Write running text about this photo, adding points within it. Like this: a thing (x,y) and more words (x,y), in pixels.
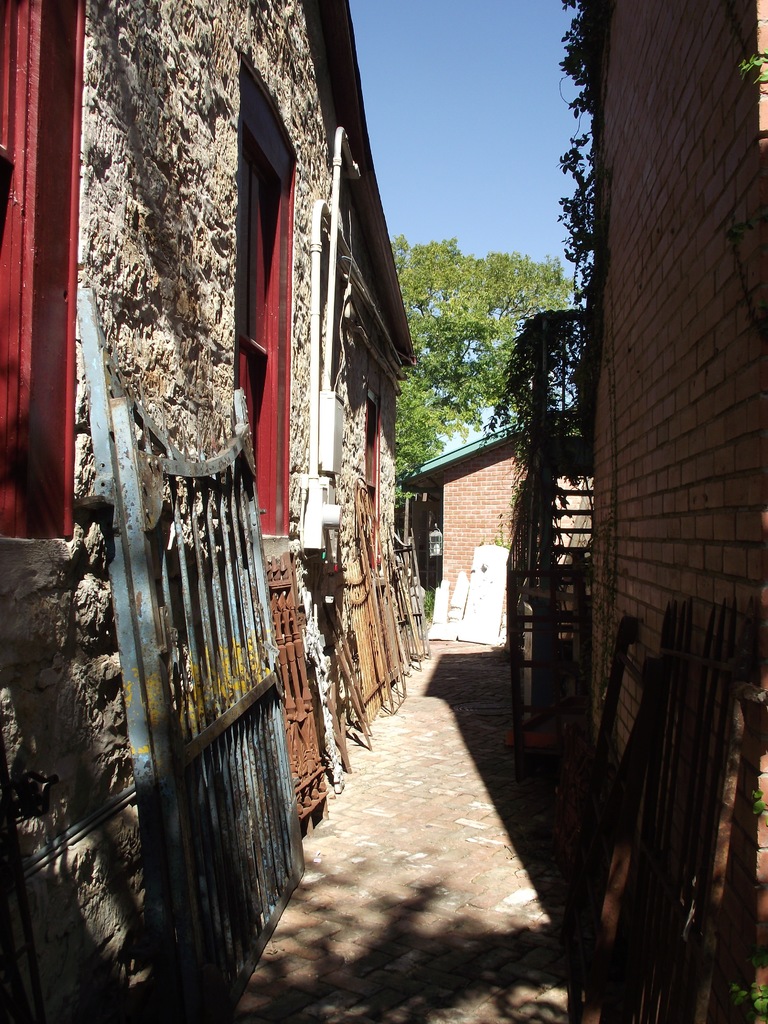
I can see in this image two houses (452,536), a tree (488,339) and a blue sky (449,48). I can also see there is a path (427,834), few objects (326,770) on the side of the houses (610,645).
